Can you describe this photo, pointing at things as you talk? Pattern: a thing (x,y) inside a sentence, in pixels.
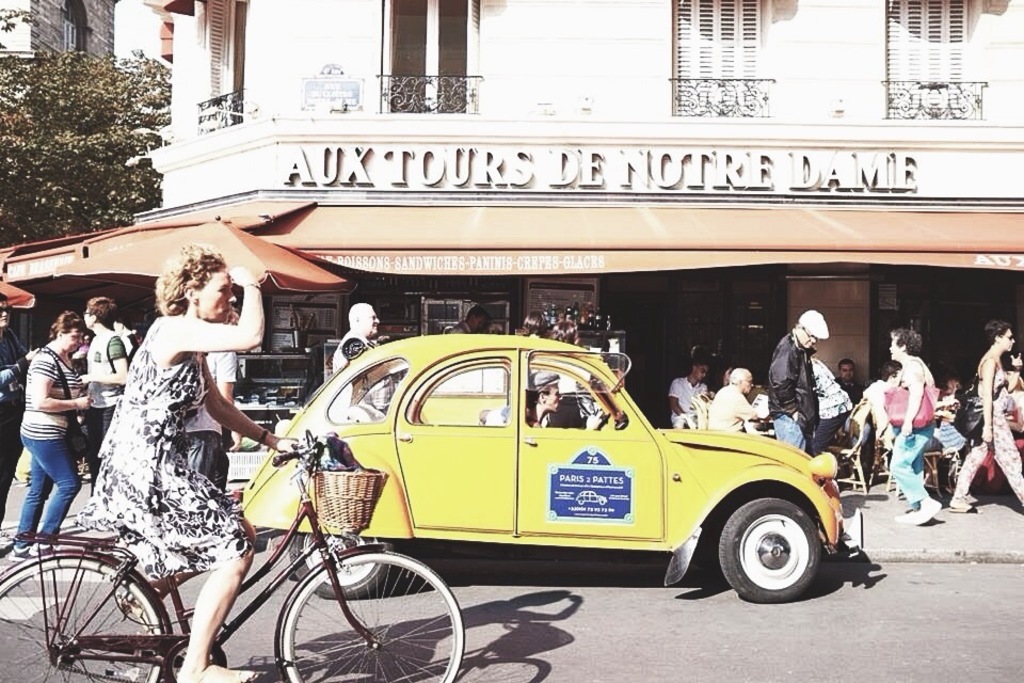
In this image I can see a woman (174,530) riding a bicycle (156,644) and there are few people (952,499) walking on the road (877,604) and there is a person (546,379) riding a car (675,497) on the road (716,604). At the back side (527,113) we can see a building (579,150) and a store (564,291). There are trees (46,123).
